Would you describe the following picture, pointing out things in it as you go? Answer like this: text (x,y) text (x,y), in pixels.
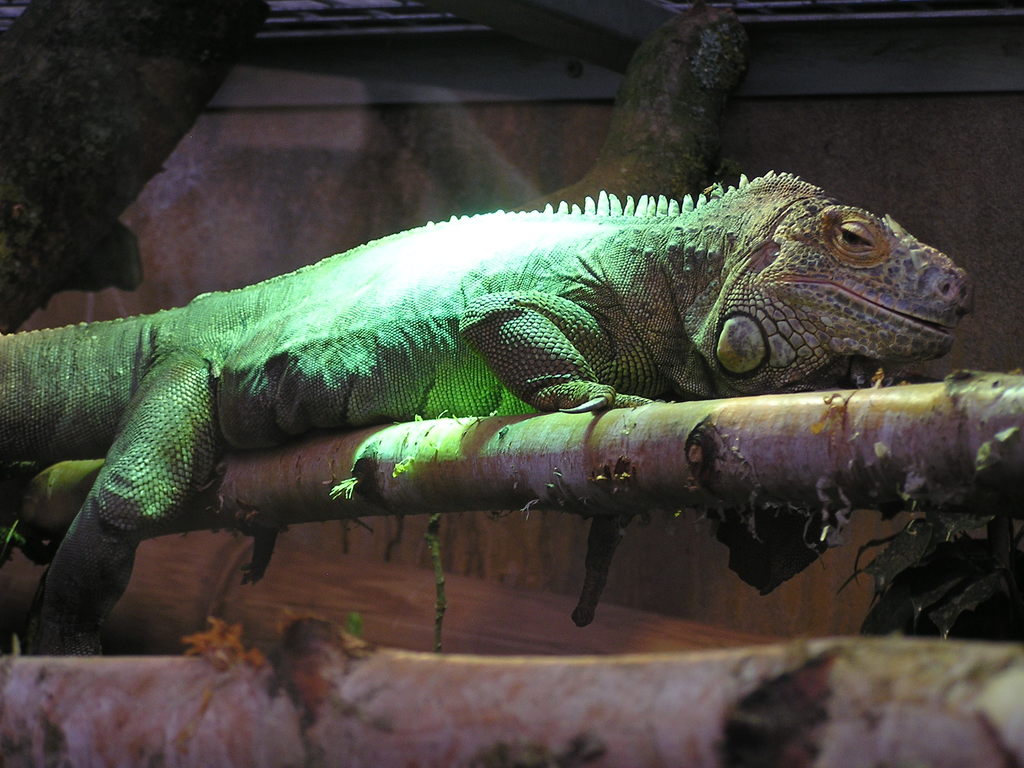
In this image there is a lizard (669,231) on the branch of a tree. In the background of the image (305,172) there is a wall (286,179).
